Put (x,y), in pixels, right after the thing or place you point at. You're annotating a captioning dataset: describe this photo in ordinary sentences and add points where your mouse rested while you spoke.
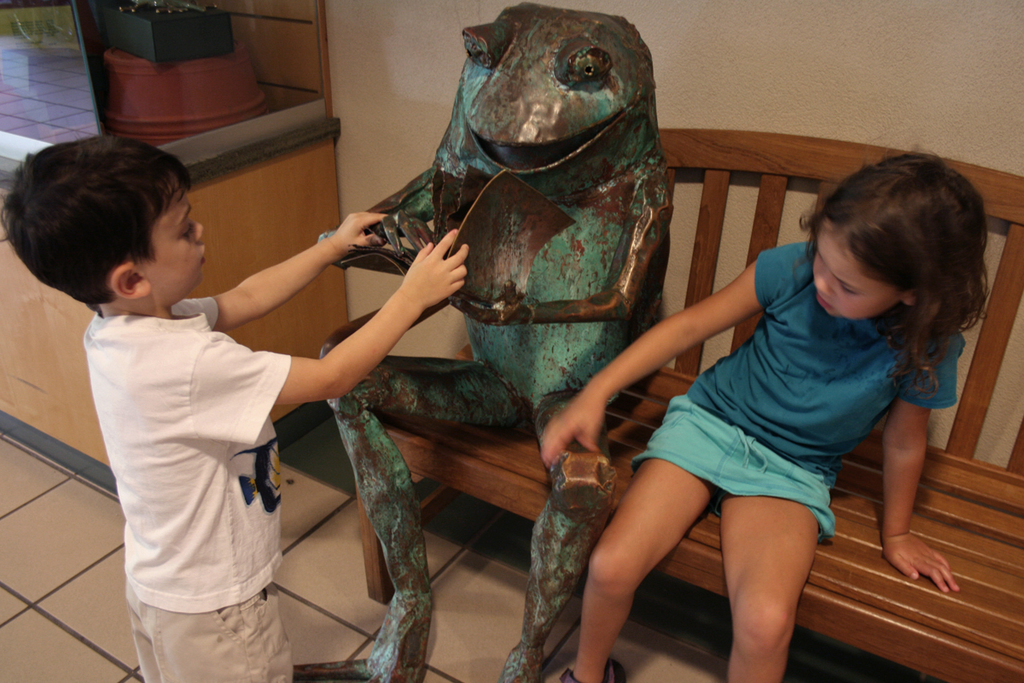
In this given picture, We can see a metal frog (554,342) which is kept on a bench (712,539) towards the right (793,529), We can see a girl (726,329) sitting and holding a metal frog (582,460) towards left bottom (177,466), We can see a person (248,349) standing and holding a metal frog (469,304) after that, We can see a cream colored wall (775,70), a floor (93,537).
